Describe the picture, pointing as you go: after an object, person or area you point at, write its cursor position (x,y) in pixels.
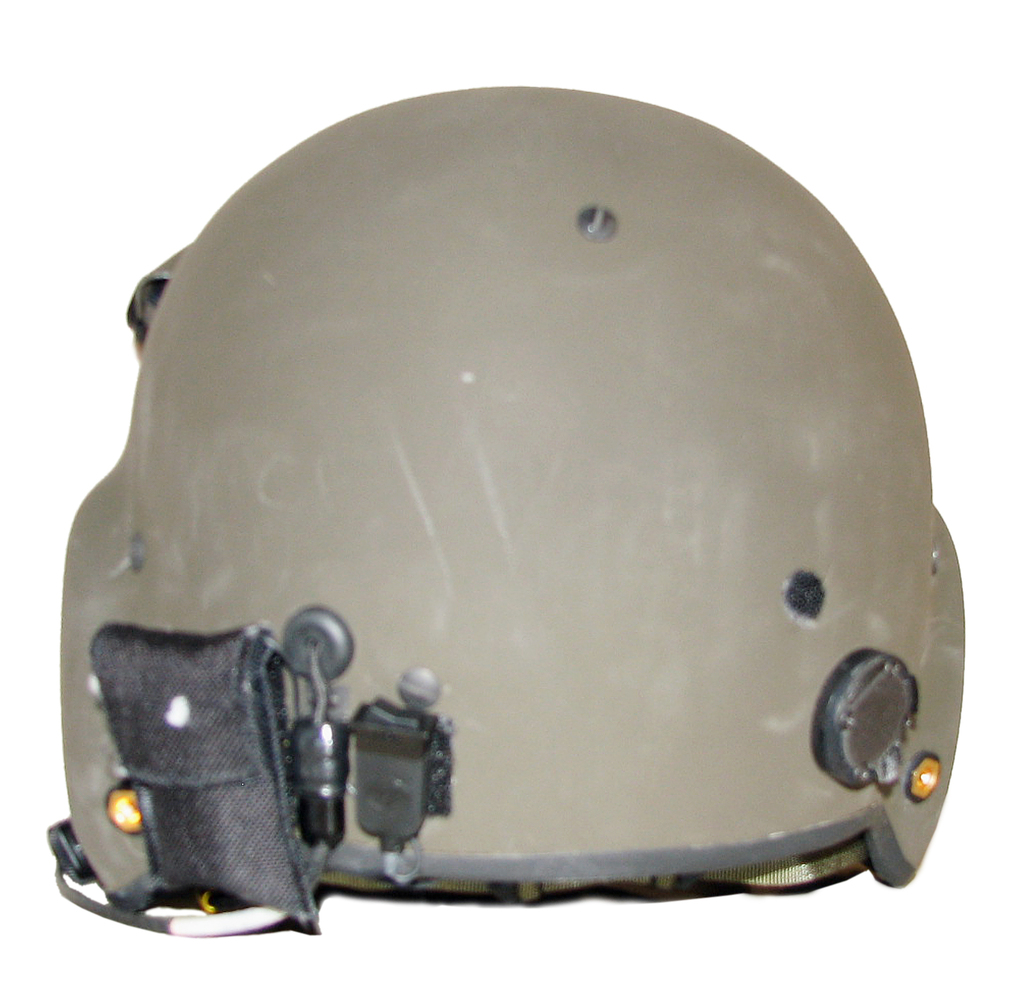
In this image I can see a helmet (553,472) which is grey and black in color and I can see the white colored background (947,158).
